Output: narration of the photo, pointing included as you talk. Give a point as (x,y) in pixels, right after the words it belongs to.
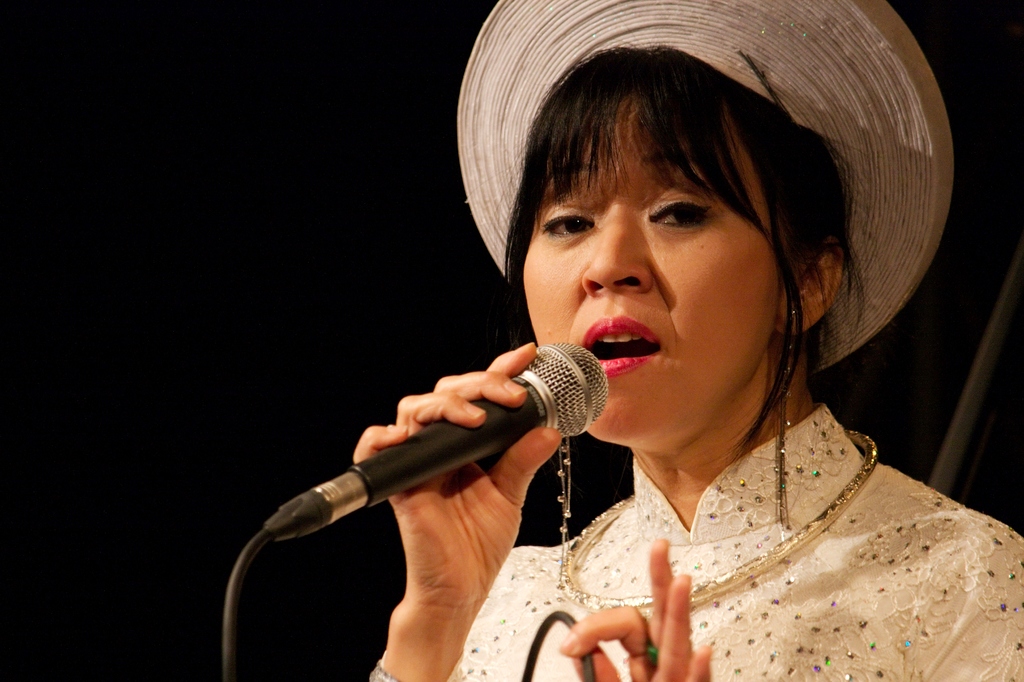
a person (726,519) is singing holding a microphone (469,437) in her hand (517,452). she is wearing a white dress (856,596) and a white hat (866,200). behind her there is black background (138,437). she is wearing a silver round necklace (770,561) and silver color earrings (781,487).
